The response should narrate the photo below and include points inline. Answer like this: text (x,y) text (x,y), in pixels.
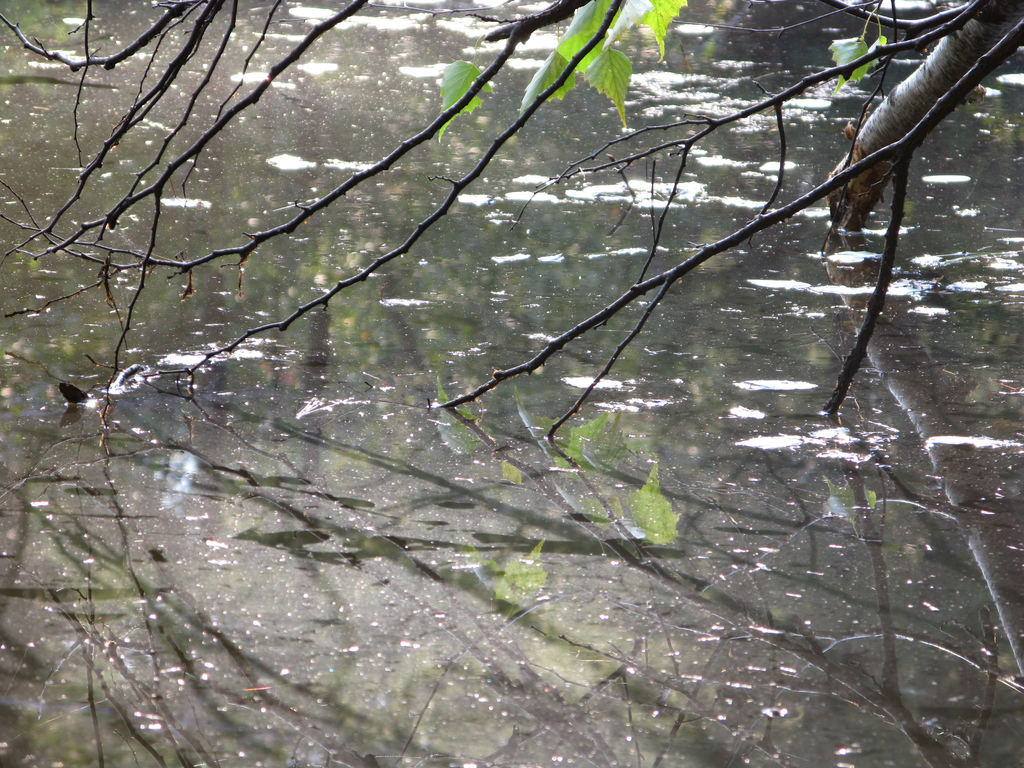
There is a water surface (422,405) and there is a tree (856,132) above the water surface (507,306). It is mostly dry.
